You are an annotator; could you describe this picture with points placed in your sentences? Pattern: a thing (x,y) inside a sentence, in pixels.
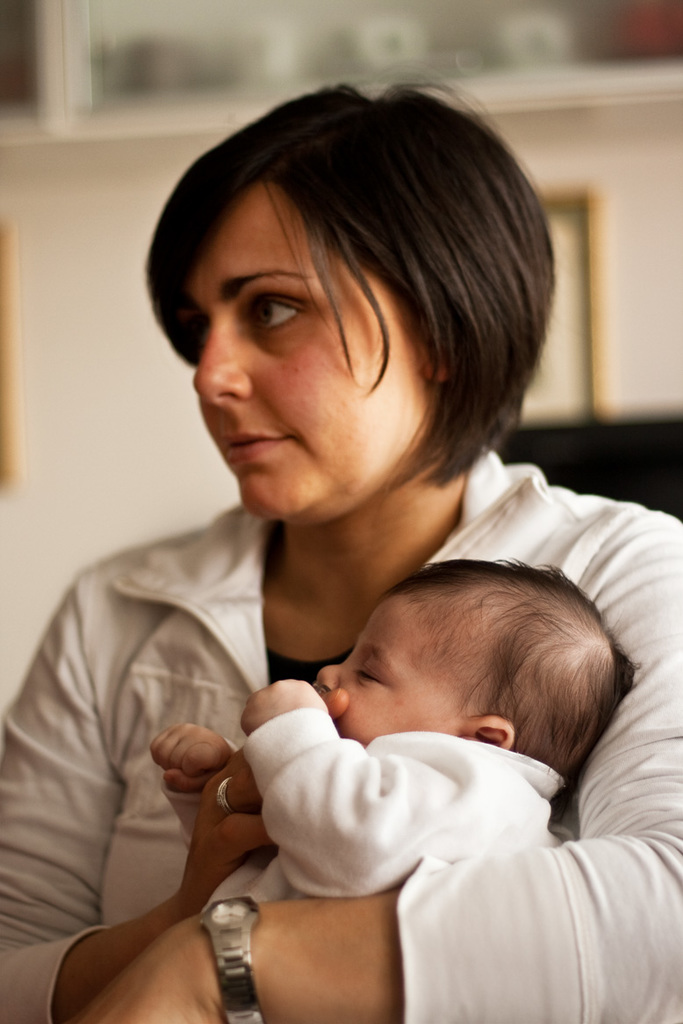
There is a lady (266,507) wearing a white dress (219,532), silver ring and a watch (214,920) is holding a baby (429,677). In the background (583,218) it is blurred.
